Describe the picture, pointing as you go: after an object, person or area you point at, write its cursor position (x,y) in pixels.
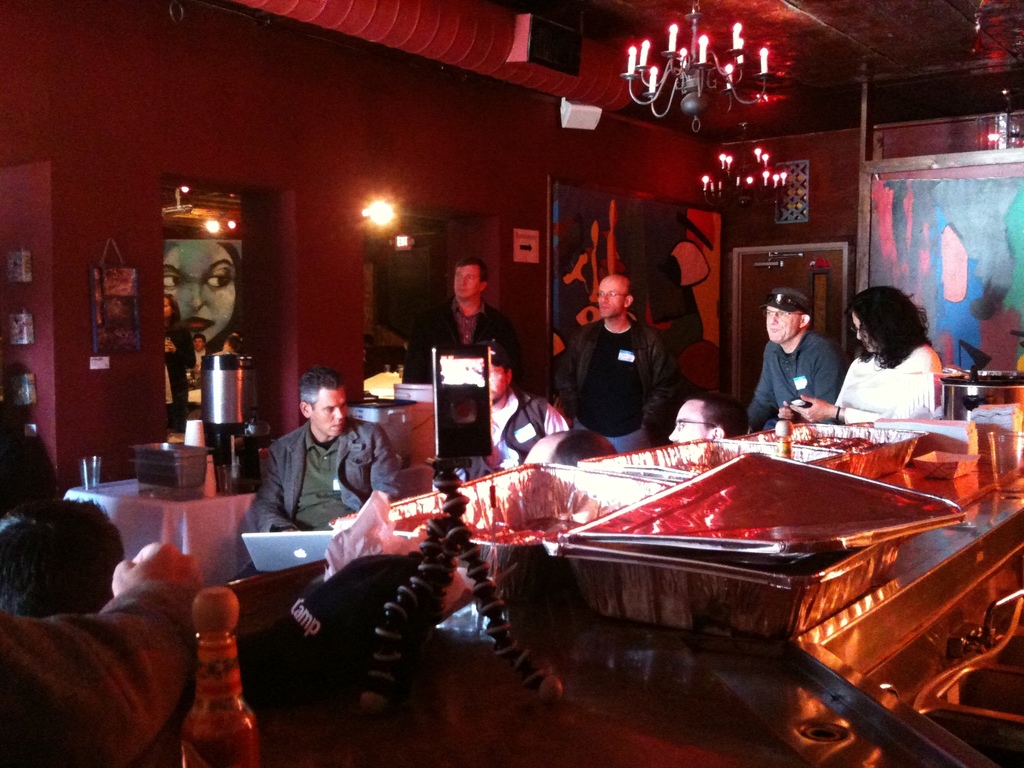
Here we can see some are sitting on the chair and some are standing, and in front (725,533) here is the table (573,608) and some objects (710,587) on it, and here is the wall (382,156), and here is the light (382,205), and at above her is the chandelier (644,102).
